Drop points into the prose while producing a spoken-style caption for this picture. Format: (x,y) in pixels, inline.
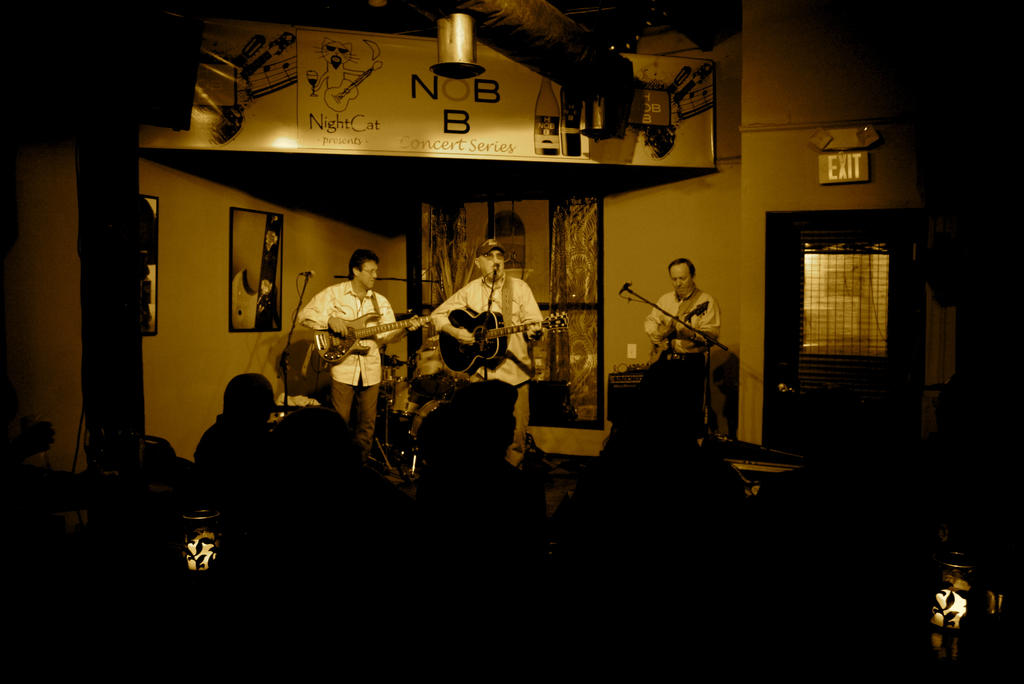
This is inside a room (271,364). few people (665,318) are playing guitar (359,341). In front of them there is mic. They are wearing white shirt (530,304). Behind them there is drum (397,368). there are paintings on the wall (208,247). On the right side (805,260) there is a door (851,353). There is sign board (847,167) on top of it. There is banner (391,106) on top of the stage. in front of the musician (698,326) there are audience (658,551).
